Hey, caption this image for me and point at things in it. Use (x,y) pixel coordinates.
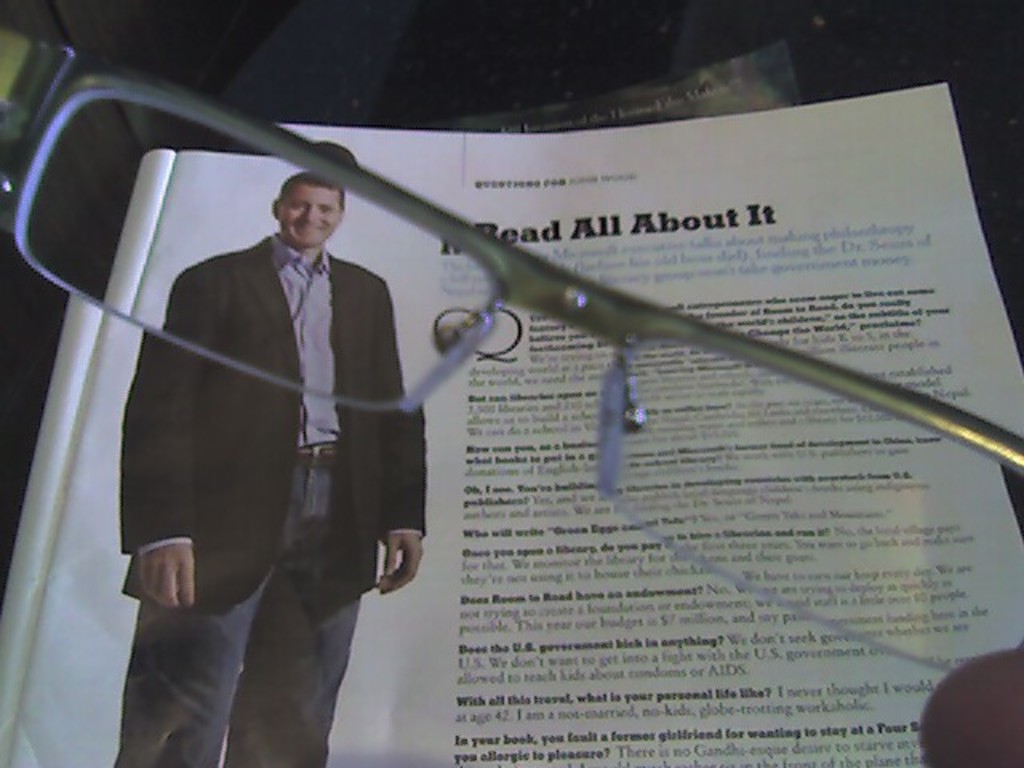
There is a book (392,334) in the image. A person (398,463) is standing photo (350,503) on one of the pages (569,492) of the book (234,441). We can see a spectacle (349,308) in the image.
